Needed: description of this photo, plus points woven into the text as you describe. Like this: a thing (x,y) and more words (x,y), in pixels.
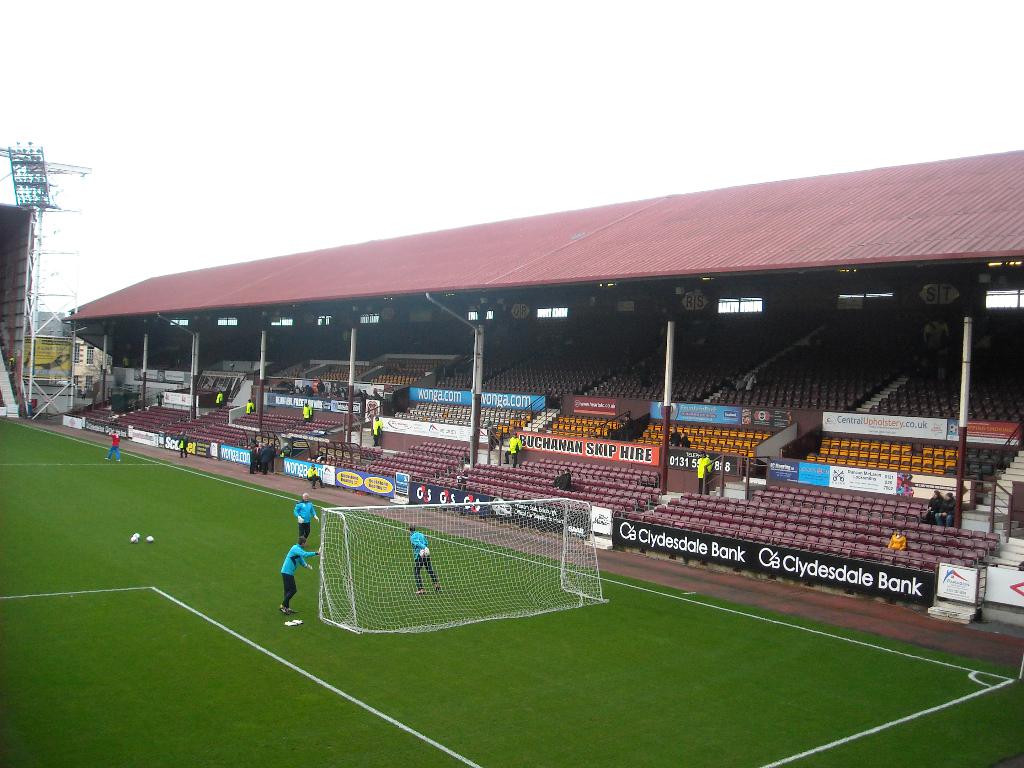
In this image we can see a goal post (323,548), some objects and some people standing on the ground (434,713). We can also see the stadium seating (864,445), some people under the roof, the fence (776,550) and some poles (105,347). On the left side (47,190) we can see a metal frame (63,167). We can also see the sky (564,163) which looks cloudy.
